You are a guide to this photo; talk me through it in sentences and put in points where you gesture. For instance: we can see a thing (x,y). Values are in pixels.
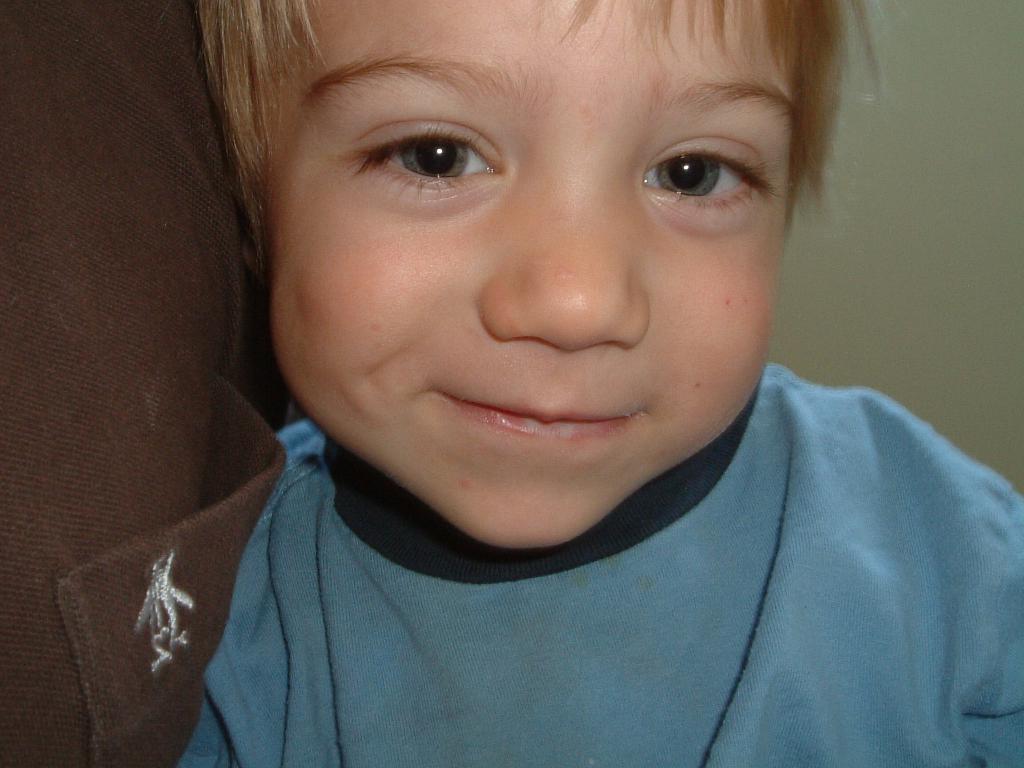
In this picture we can see a boy (551,617), he wore a blue color t-shirt (732,537) and he is smiling.
